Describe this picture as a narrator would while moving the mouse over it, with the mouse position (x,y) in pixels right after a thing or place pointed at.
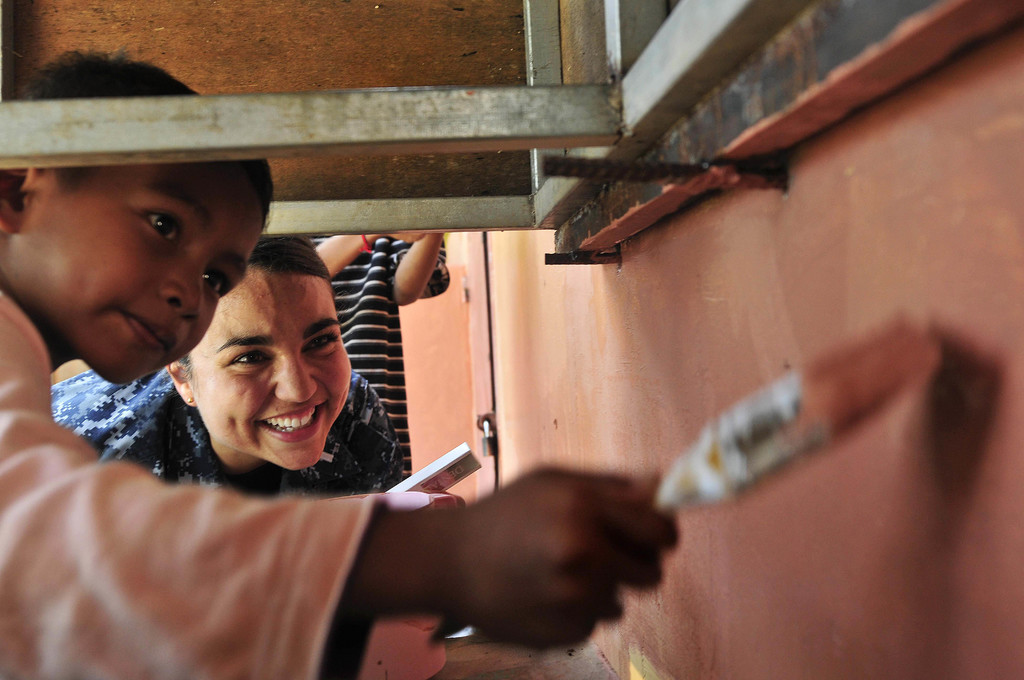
In the foreground of this image (281,523), there is a boy (111,495) painting on a wall (829,517) holding a brush (712,467). At the top (394,75), there is an object (580,84). In the background (379,415), there are two people (337,372).
